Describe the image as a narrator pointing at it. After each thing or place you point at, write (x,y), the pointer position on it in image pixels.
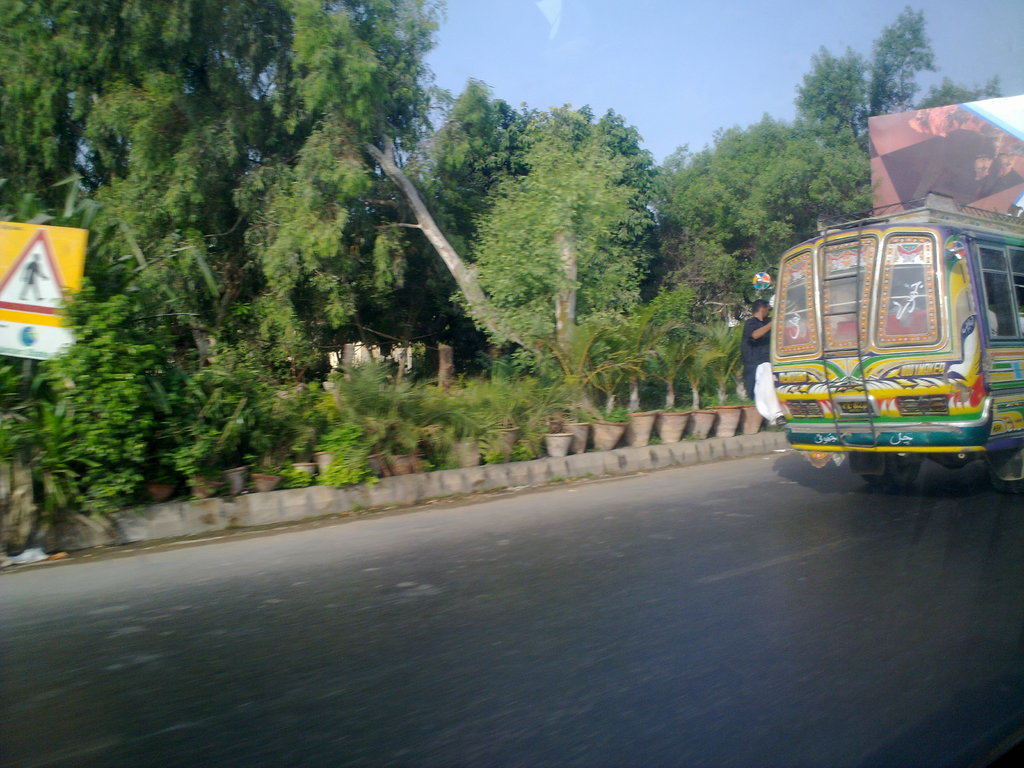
In the image we can see there is bus (861,411) moving on the road (886,511) and there is a person (751,375) hanging to the bus (778,360). Beside there are lot of trees (532,287) and there are plants (529,419) kept on the pot (512,426).
